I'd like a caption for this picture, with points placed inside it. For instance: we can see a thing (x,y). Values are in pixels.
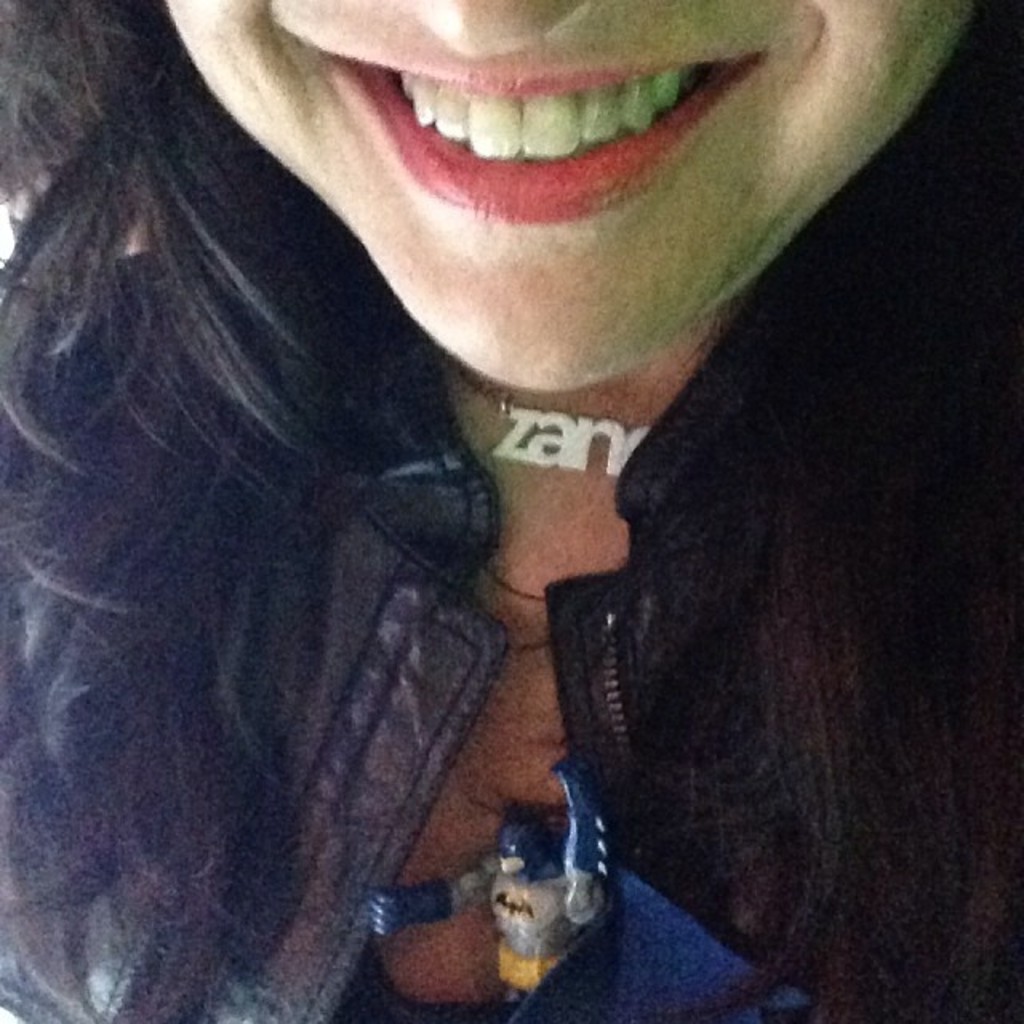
In this picture I can see there is a woman (666,414) and she is wearing a coat (481,488), chain (567,431) and there is a batman toy (537,916).
